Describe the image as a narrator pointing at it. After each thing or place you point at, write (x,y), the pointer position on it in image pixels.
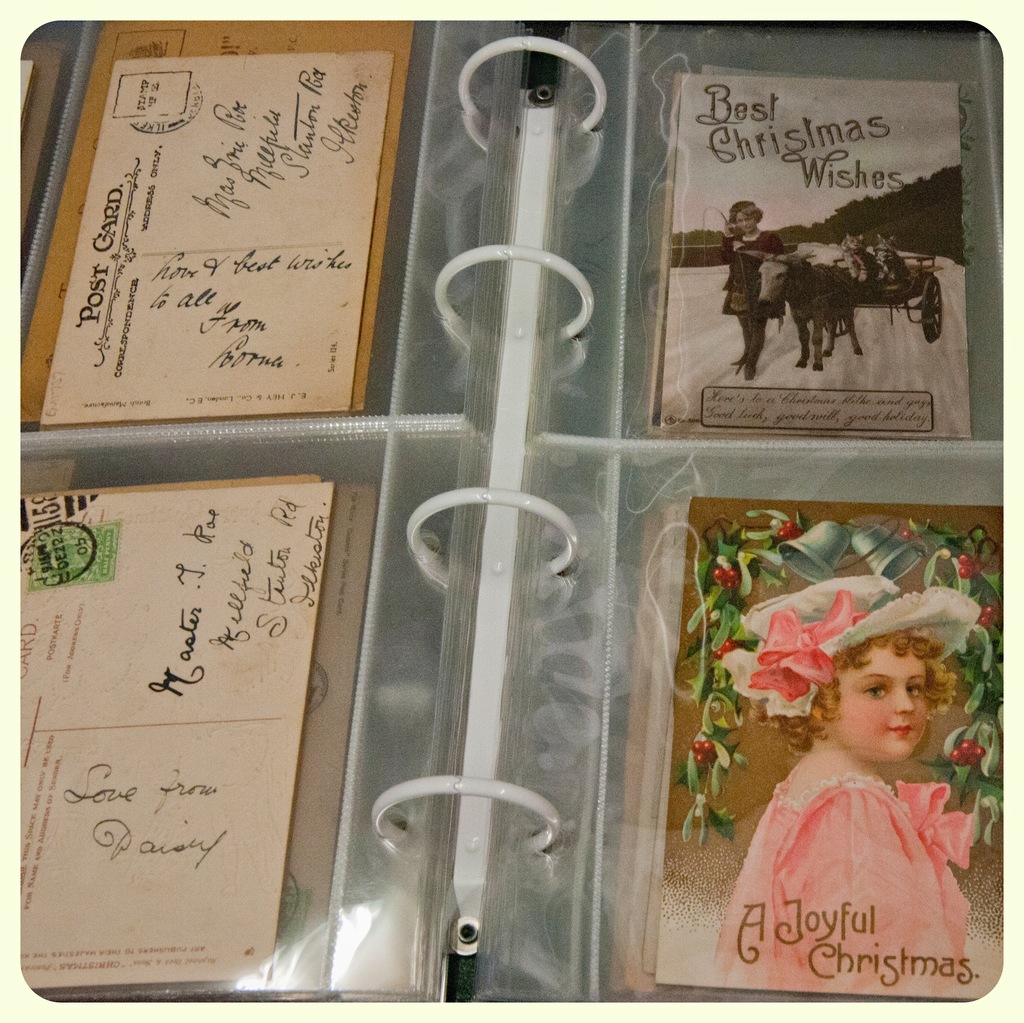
In this picture I can see postcards (215,139) and greeting cards (692,382) in a photo album (426,474).
